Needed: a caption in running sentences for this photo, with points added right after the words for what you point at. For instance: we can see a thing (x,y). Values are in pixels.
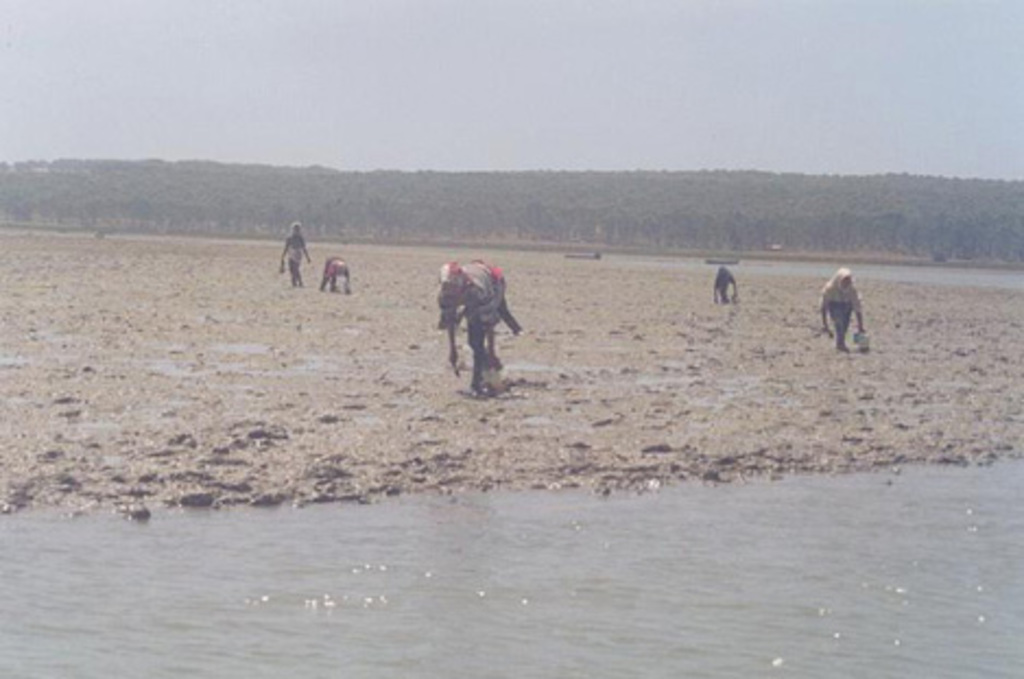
In this image we can see there are a few people (496,307) standing, in front of them there is a river (764,511). In the background (638,228) there are trees (579,178) and sky (462,103).
